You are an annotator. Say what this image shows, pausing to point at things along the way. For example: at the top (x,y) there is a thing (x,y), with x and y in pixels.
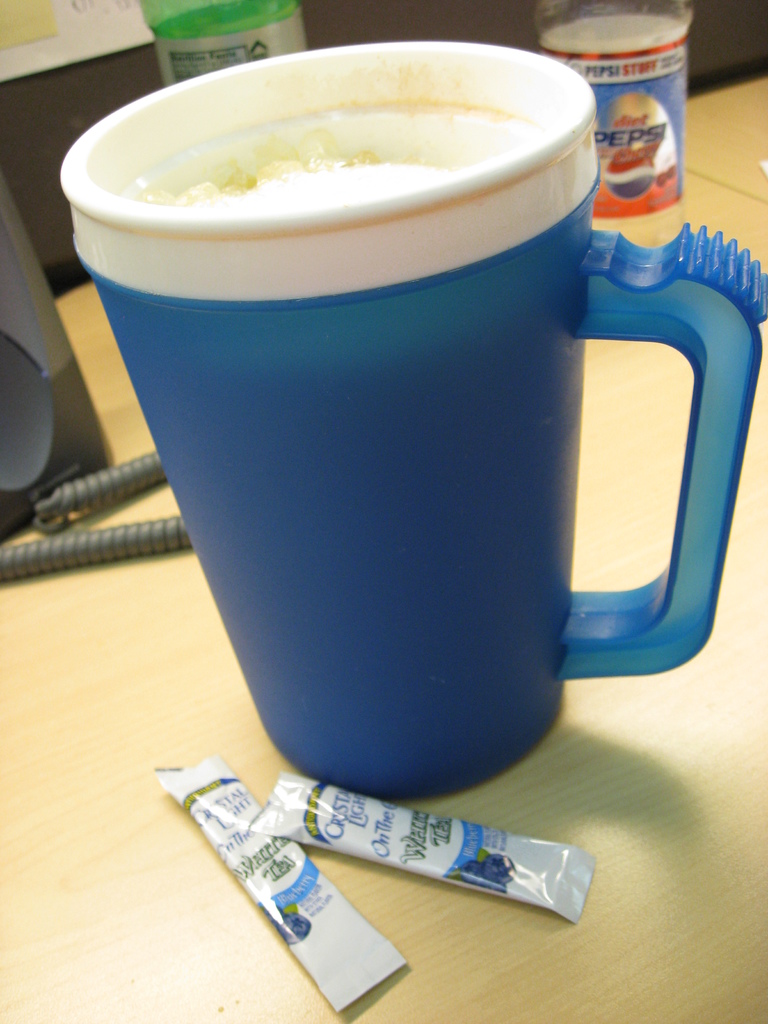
In this image, There is a table (628,964) which is in yellow color on that table (485,930) there is a cup (474,539) which is in blue color and there are some objects (359,837) which are in white color.
